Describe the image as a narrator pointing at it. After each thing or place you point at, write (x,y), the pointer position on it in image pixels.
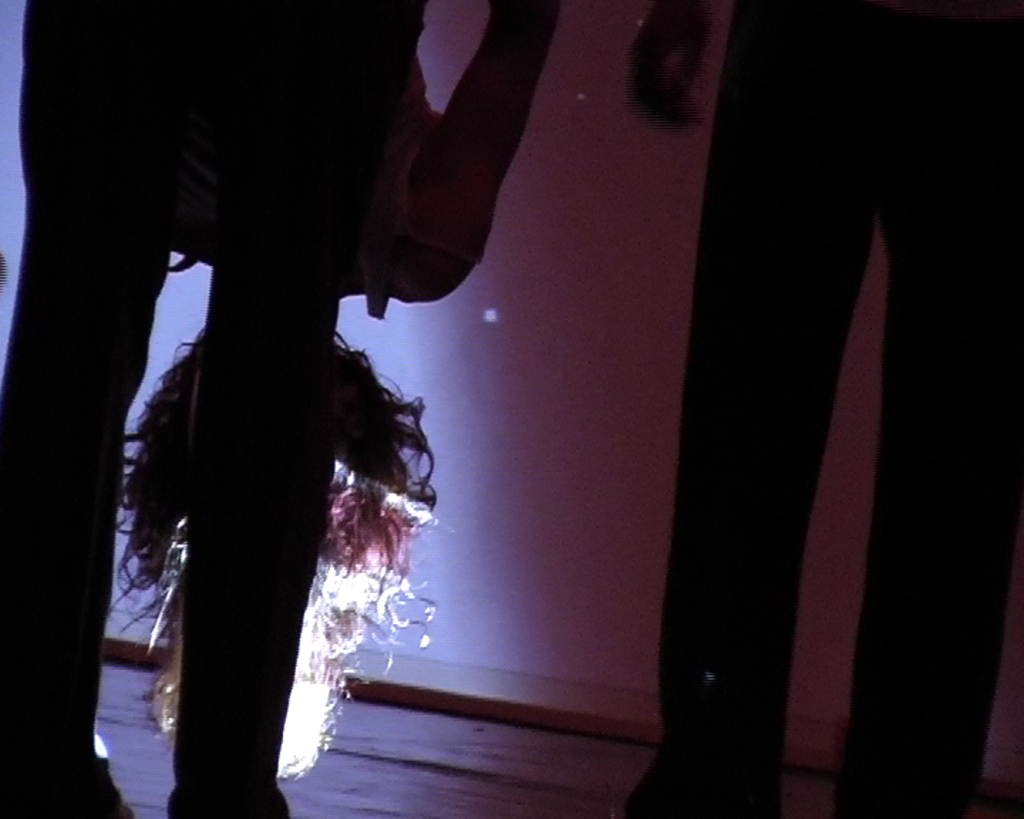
In this picture I can see on the right side (831,129) it looks like a person (876,572) is standing, on the left side (82,385) a girl (361,410) is bending, there is the light focus (306,722) on her hair (299,647).
